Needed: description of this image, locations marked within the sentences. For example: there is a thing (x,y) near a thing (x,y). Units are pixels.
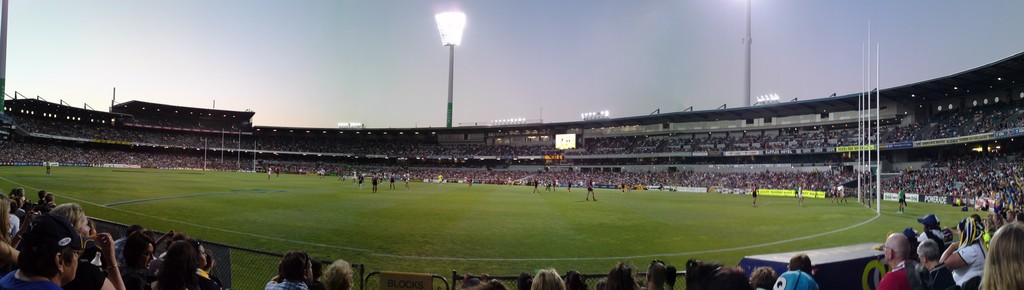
In the foreground of this image (466,229), there are people (375,175) standing and walking on the grass land (482,201). Around which there is stadium (706,141), where people (871,130) are sitting and standing. We can also see poles (452,94), lights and the sky (302,41).
